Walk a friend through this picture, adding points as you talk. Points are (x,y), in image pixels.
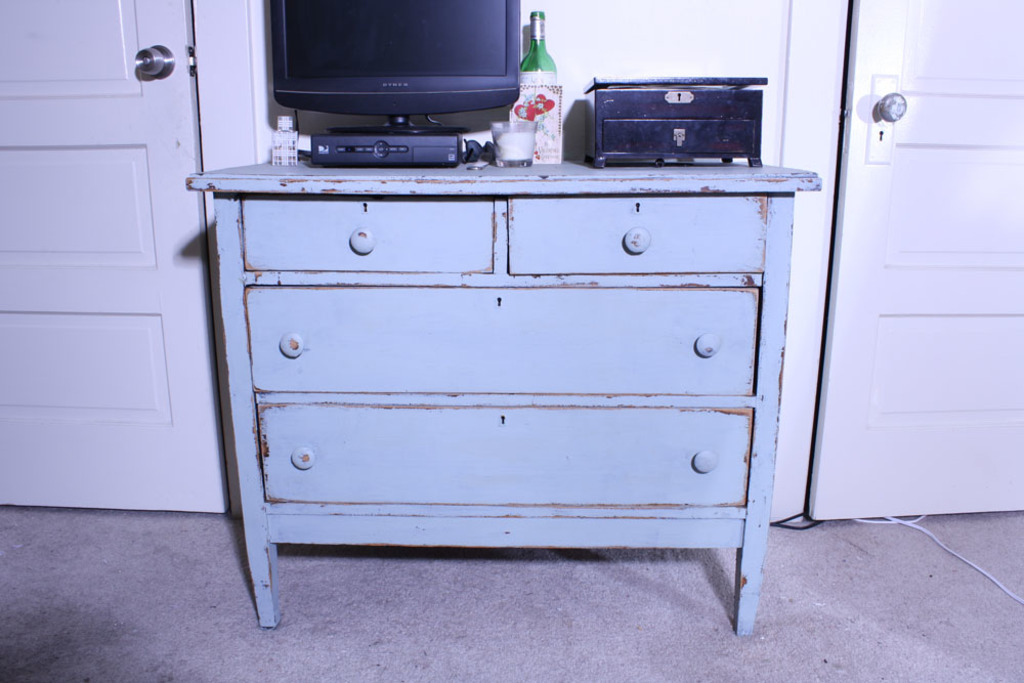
In the picture we can see table (595,377) with drawers (609,373). On the table (345,358) we can find a television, a setup box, wine bottle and a glass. Two doors (159,193) are placed on the either side of the table (531,427).
